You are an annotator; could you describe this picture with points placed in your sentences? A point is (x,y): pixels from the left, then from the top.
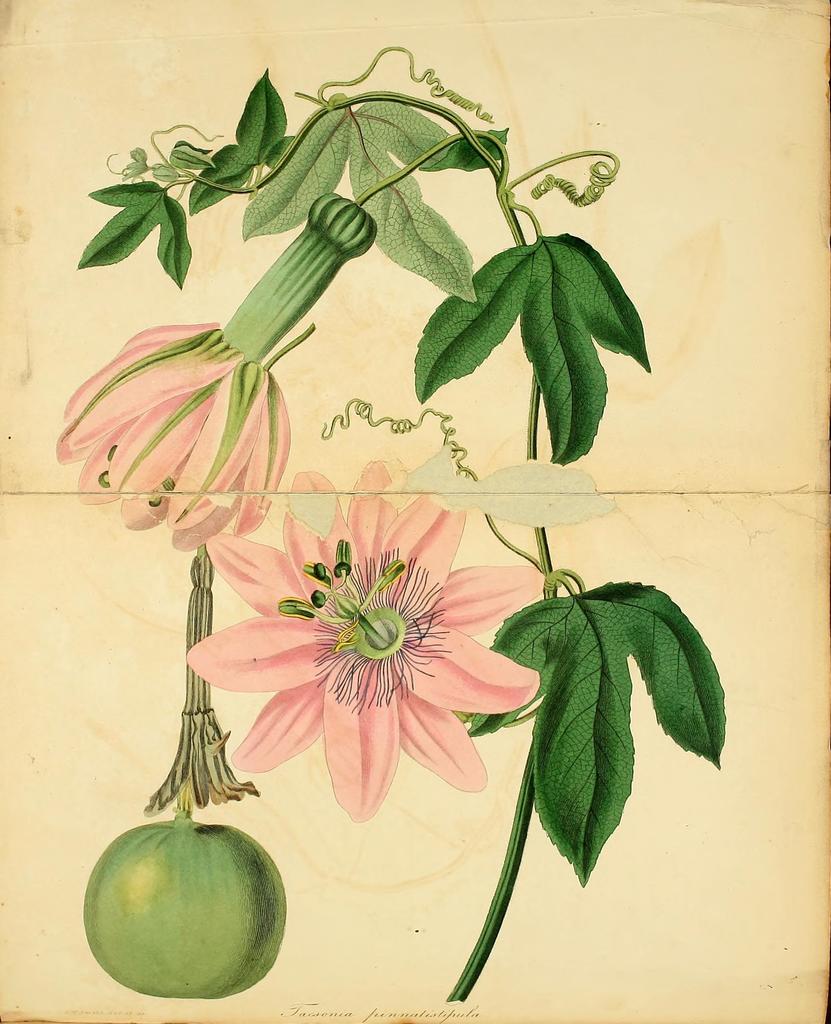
In this picture I can see a paper (285,540). There are words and there is an image (146,158) of flowers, leaves (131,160) and a fruit (182,974) or a vegetable (132,877) on the paper (270,308).
